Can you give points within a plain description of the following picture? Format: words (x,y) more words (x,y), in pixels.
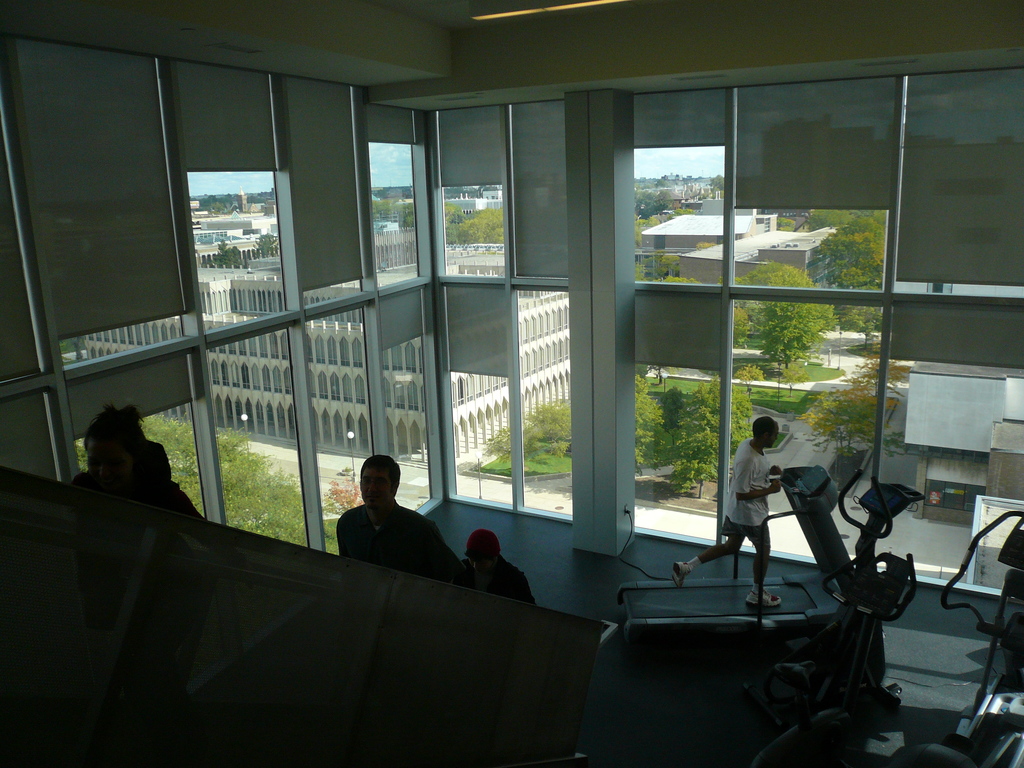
In this image on the right side (816,536) there are some gym instruments (820,545), and there is one person (768,466) who is on a treadmill (747,589). And on the left side (146,457) there are some people (494,552), and there might be railing (55,601). And in the background (457,388) there are windows (392,388), and through the windows (244,348) we could see some trees (712,425), plants (564,451), grass (327,522), poles (349,466), lights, buildings (787,242) and walkway (905,549).
